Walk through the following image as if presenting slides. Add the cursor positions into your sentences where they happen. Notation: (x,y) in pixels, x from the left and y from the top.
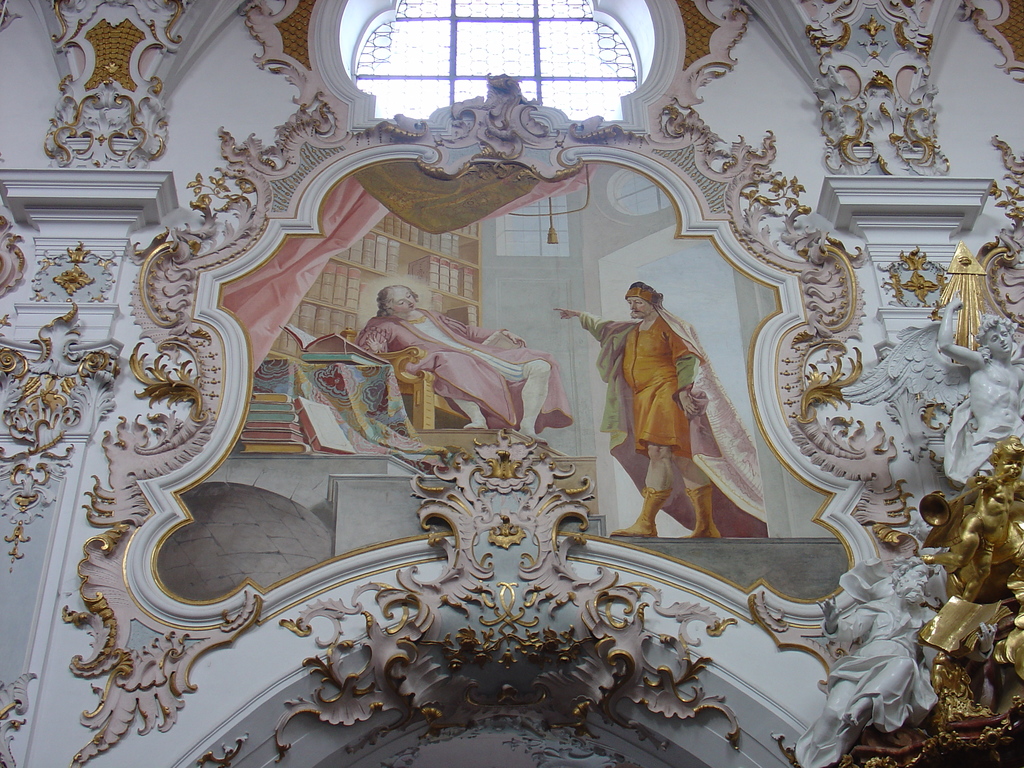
In this picture there is a portrait (491,252) in the center of the image (522,361) and there is a glass window (632,75) at the top side of the image (497,78), there are decorated sides (197,381) around the portrait (620,290).
